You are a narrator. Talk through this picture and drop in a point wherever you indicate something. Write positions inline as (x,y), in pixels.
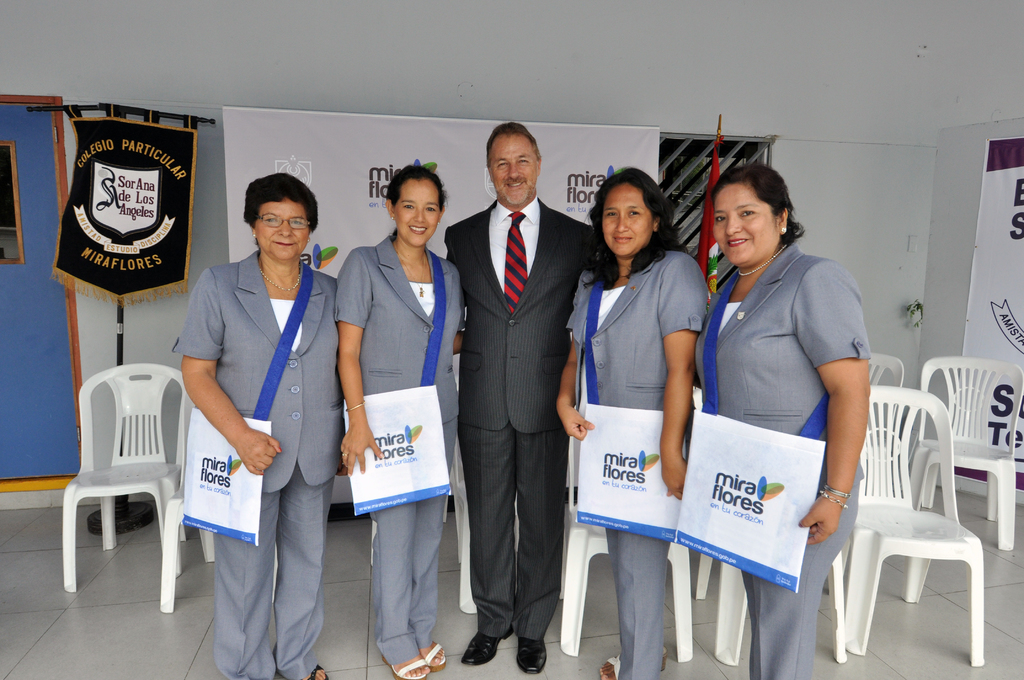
In this image there is a man (491,330) standing, there are four women (249,383) standing, they are wearing bags (716,463), there are chairs (882,464), there is floor (340,553) towards the bottom of the image (100,608), there is a board (574,163) behind the persons (439,203), there is text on the board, there are flags (138,237), there is text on the flag (139,164), there is a door (24,308) towards the left of the image (38,322), at the background of the image (254,78) there is a wall (625,68).
